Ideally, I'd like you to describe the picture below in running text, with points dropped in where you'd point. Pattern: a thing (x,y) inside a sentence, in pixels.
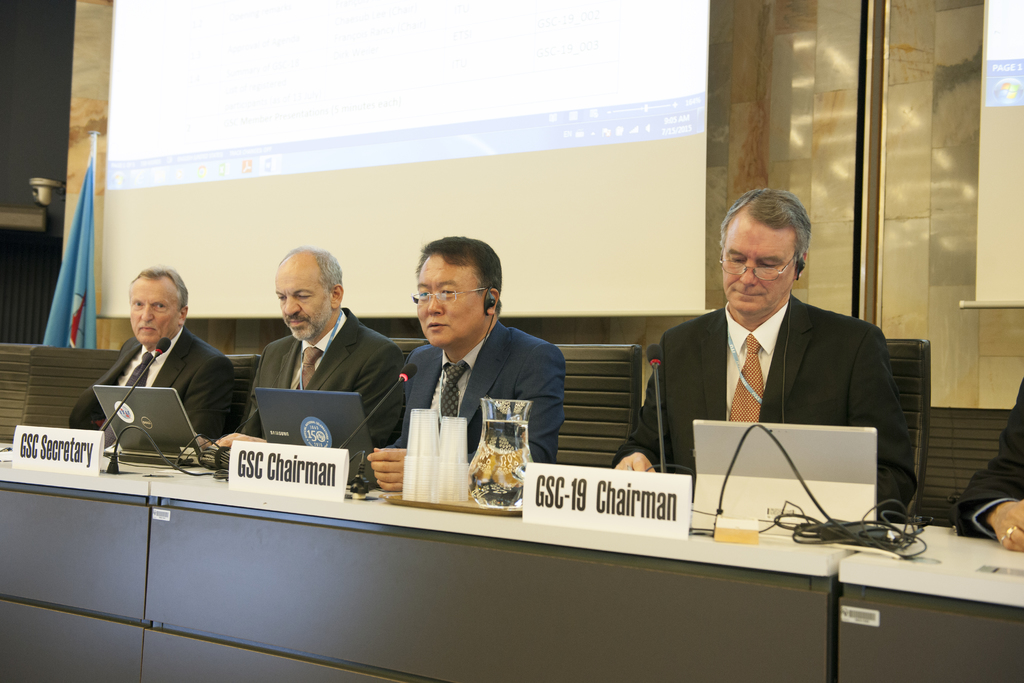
In this image I can see four men (203,391) are sitting on chairs (887,342). I can see all of them are wearing formal dress (564,378). In the front of them I can see few tables (268,560), three white colour boards (59,446), few laptops (118,413), a plate (453,504), a jar (496,468), number of glasses (443,475), few mics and few wires (913,521). I can also see something is written on these boards (618,512). In the background (450,5) I can see two projectors screens (677,160), a flag (82,181) and on these screens (549,35) I can see something is written.
